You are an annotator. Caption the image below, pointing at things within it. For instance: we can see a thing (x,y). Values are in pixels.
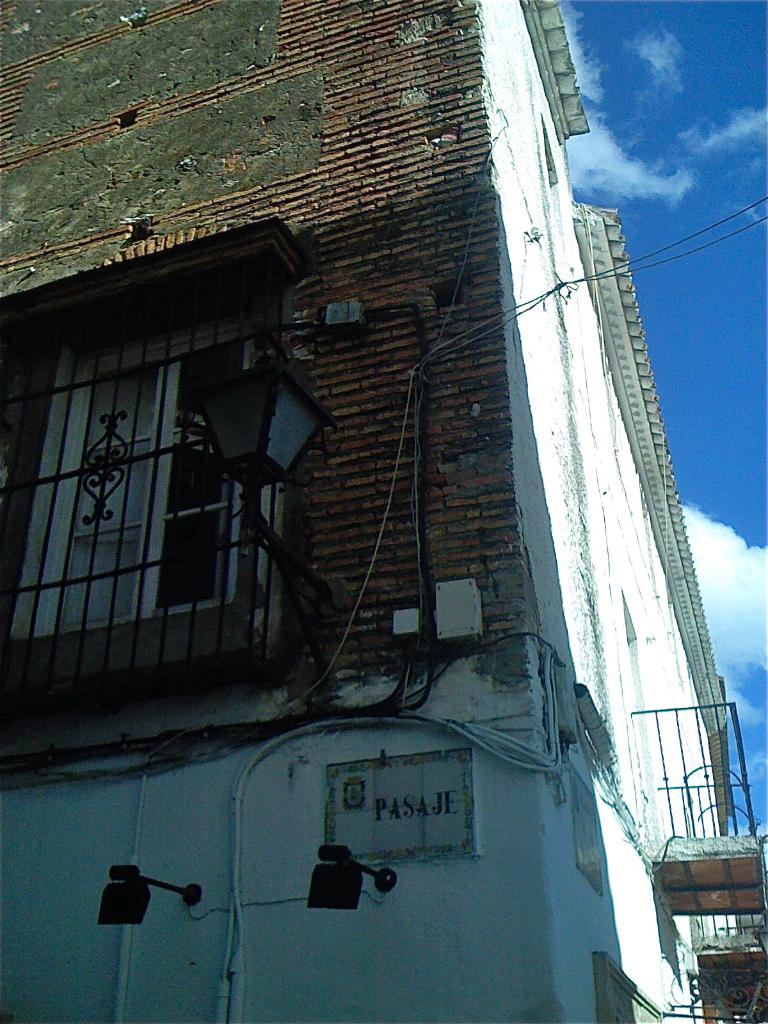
In this image we can see wires (225,964) and lights (308,409) fixed to the wall (383,636). Here we can see the window (185,639), building (589,784), wires (221,735) and sky (671,280) with clouds (666,53) in the background (685,357).
